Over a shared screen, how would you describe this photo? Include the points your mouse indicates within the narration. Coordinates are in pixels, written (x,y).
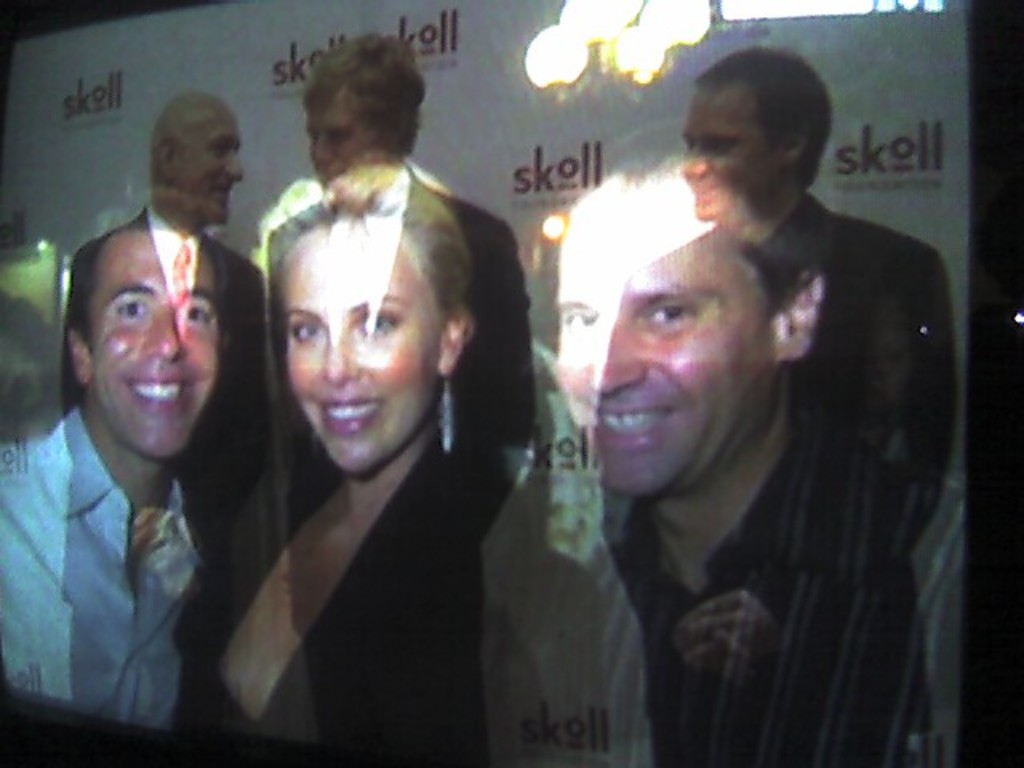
In this image we can see three persons (216,166) on the screen (889,591) and reflection (359,735) of two men (666,481) and one woman (416,539).
